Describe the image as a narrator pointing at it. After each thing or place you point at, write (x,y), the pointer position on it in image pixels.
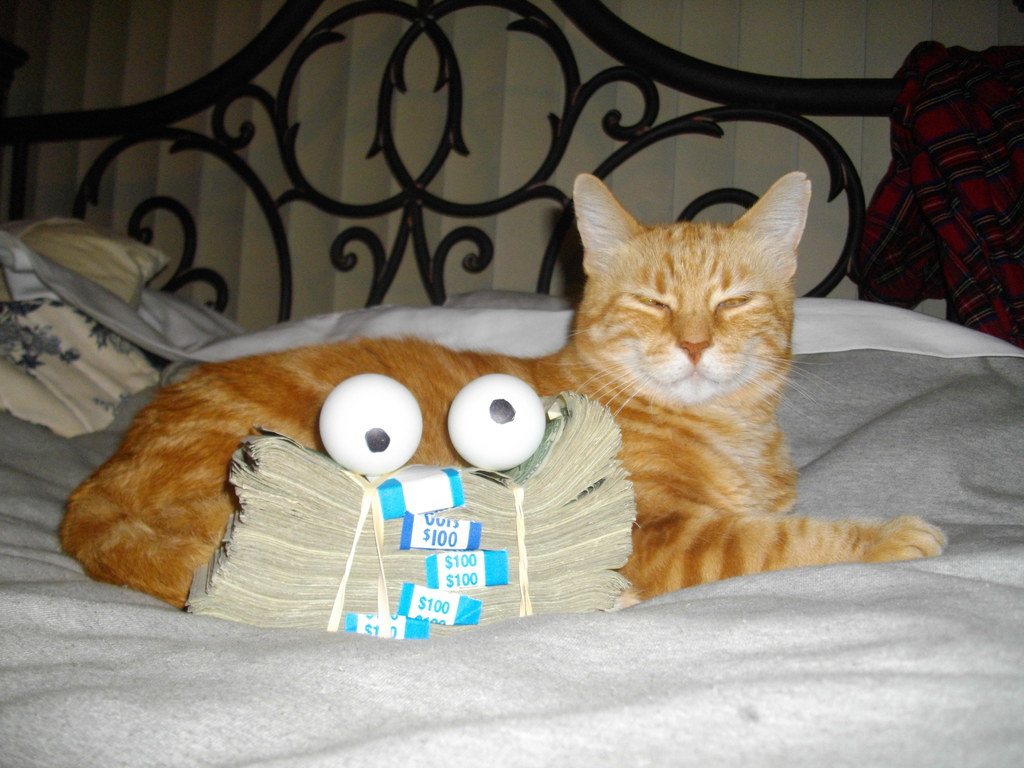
This is a picture on the bed (843,177) on which there is a cat (618,298) and in front of it there are some money bundles (394,482) on which there are two eyes (370,414) and on bed (90,592) we can see some cloth (111,297).
